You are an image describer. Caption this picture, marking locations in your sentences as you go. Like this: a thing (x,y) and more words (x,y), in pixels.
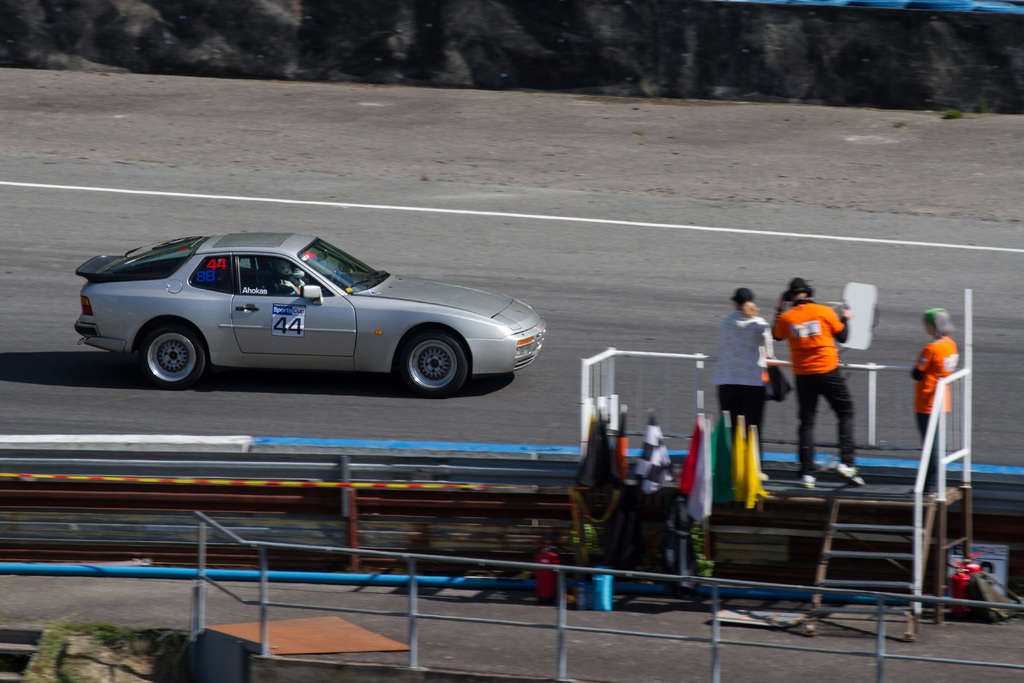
In the center of the image (344,334) we can see a person (290,294) inside of a car (333,317) moving on the road (308,416). In the foreground of the image (941,378) we can see a group of people (929,382) standing on the stage (838,482) with staircase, railing (918,553), group of flags (595,473), some fire extinguishers (550,575) are placed on the ground (903,627) and a poster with some text (998,548).
